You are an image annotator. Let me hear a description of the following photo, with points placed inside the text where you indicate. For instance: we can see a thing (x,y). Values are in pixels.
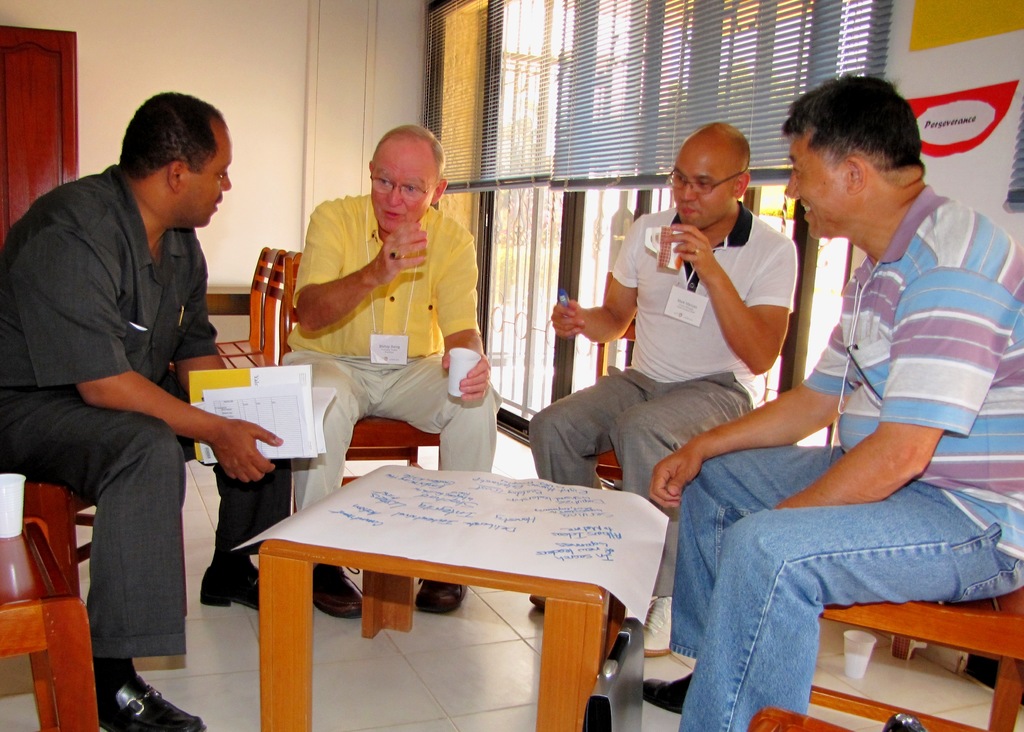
In this image I see 4 men (139,138) who are sitting on the chairs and 2 of them are holding the cups (455,370) and one of them is holding the papers (194,378), I can also see there is a stool (304,557) in front of them and there is a paper (616,571) on it. In the background (363,20) I see the wall (347,85) and the windows (480,318).
